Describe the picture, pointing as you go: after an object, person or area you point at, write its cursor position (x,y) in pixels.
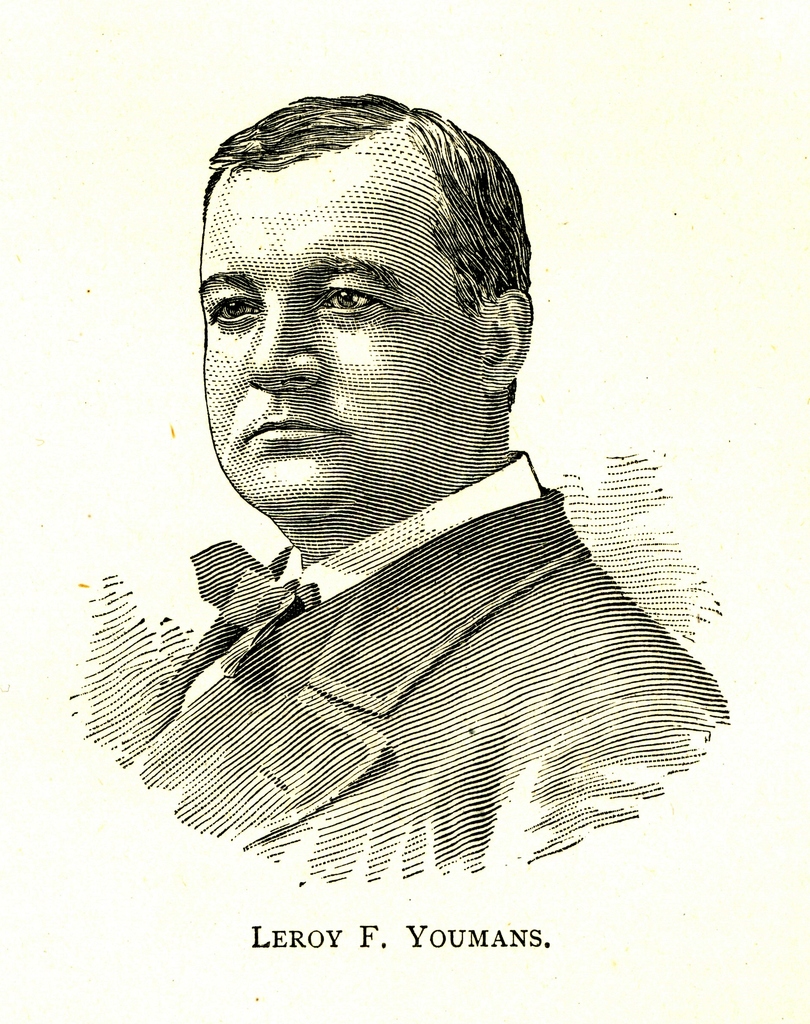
In the image we can see a drawing (426,148) of a person (417,657). At the bottom of the image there are some alphabets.
